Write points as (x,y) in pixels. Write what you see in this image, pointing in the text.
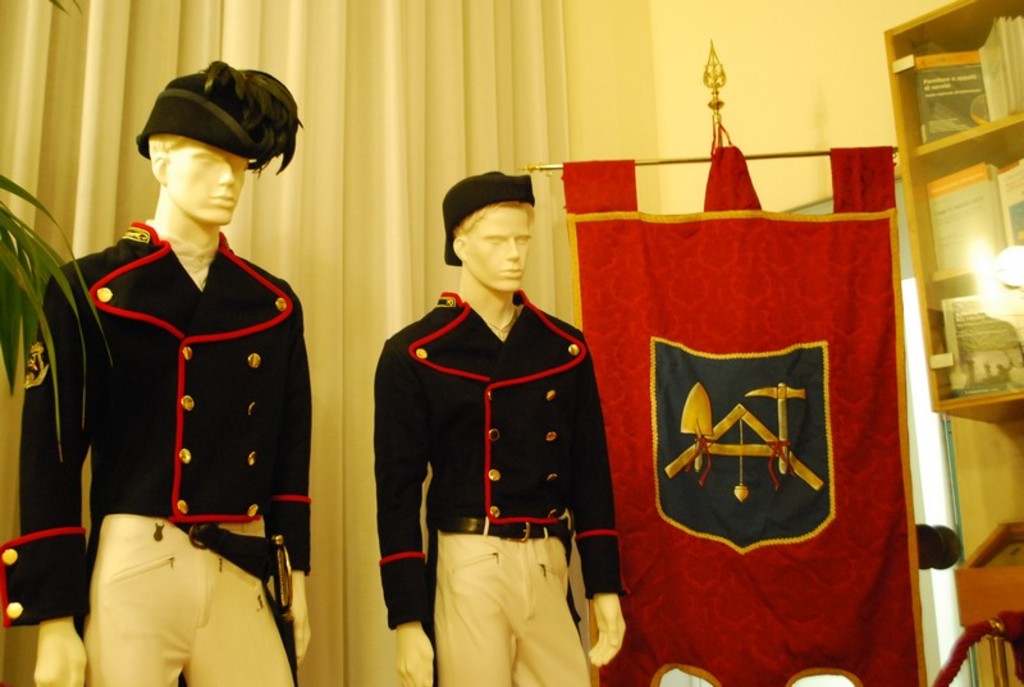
In this image, I can see two mannequins (262,423) with the clothes (458,427) and hats (280,110). It looks like a fabric banner (797,409), which is hanging. On the right side of the image (944,315), these are the books (933,221), which are kept in a book shelf (927,304). In the background (366,245), It looks like a curtain (348,80) hanging, which is white in color. On the left side of the image (36,338), I can see the leaves (27,262).
